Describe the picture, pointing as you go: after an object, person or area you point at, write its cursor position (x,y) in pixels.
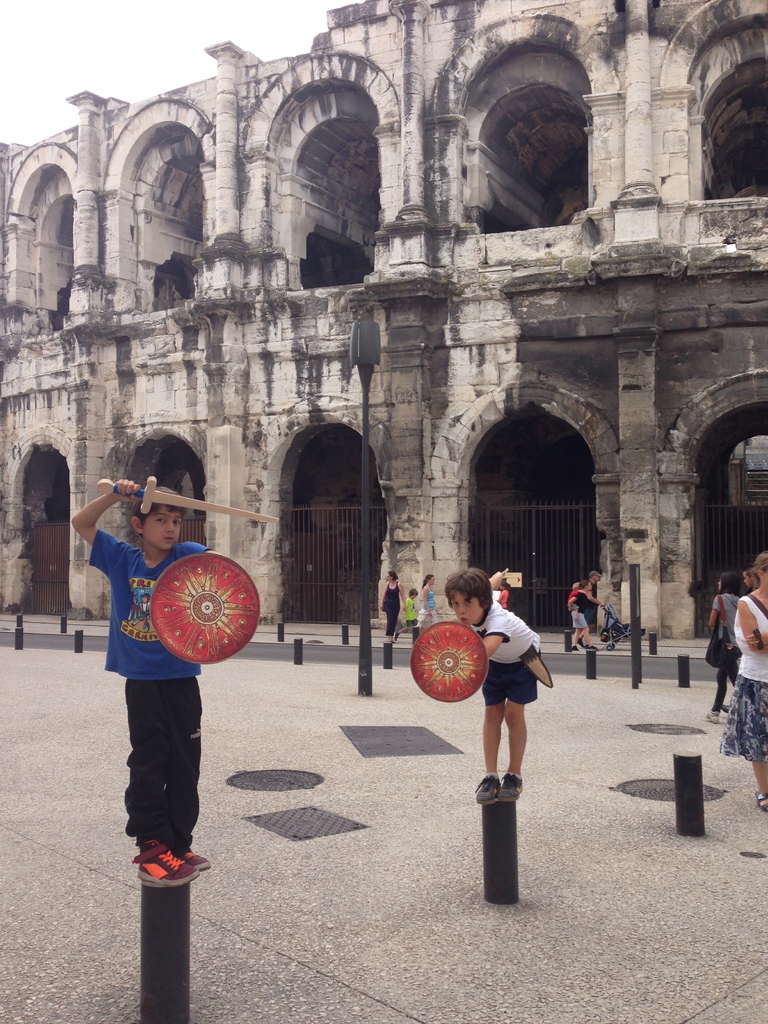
In this image in the center (479,624) there are persons (135,581) standing. In the background (315,491) there is a building (275,340) and there are gates (482,564) and there are small poles (387,662). On the right side (742,637) there are persons (751,646) standing and walking and in the front (166,613) the kids (155,632) are holding object (207,619) which red in colour and standing on the poles (513,881).
